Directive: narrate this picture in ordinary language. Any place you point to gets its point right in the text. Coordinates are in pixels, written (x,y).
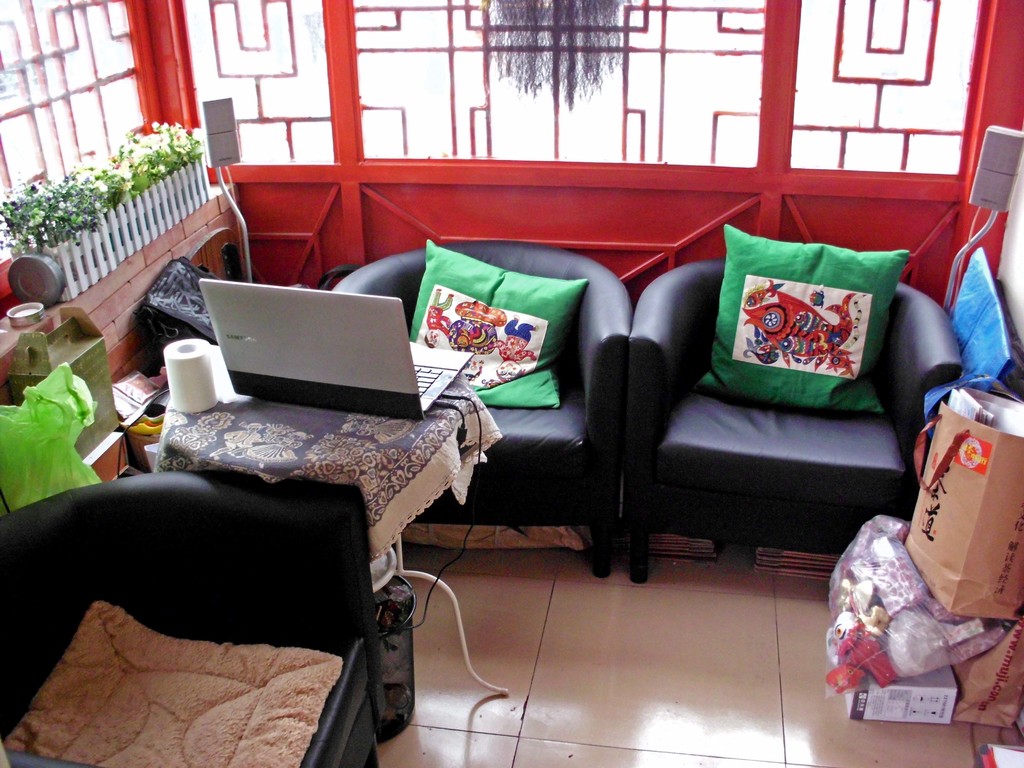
Here we can see pillows (471,381) on the chairs (598,381), laptop (380,381) and a tissue roll (187,368) on a cloth (340,482) on an object (424,573). In the background (59,191) there is a wall (187,250), window (453,85), bag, cover (912,580), bags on the floor (745,691), chair (24,646), house plants (44,191) and some other objects (21,393).
